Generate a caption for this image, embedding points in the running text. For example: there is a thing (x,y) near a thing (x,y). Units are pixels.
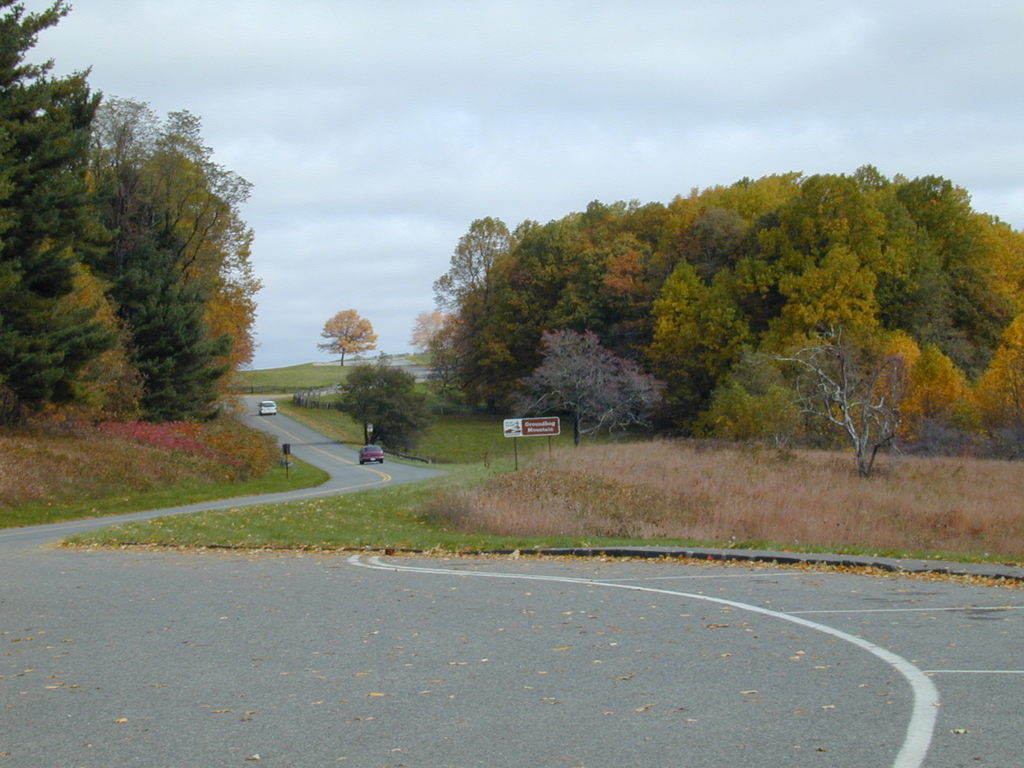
In this picture we can see dried leaves (239,546) and cars (378,462) on the road (122,686), grass (499,445), trees (787,262), name board (551,423), some objects (305,404) and in the background (392,208) we can see the sky (441,121) with clouds (474,154).
